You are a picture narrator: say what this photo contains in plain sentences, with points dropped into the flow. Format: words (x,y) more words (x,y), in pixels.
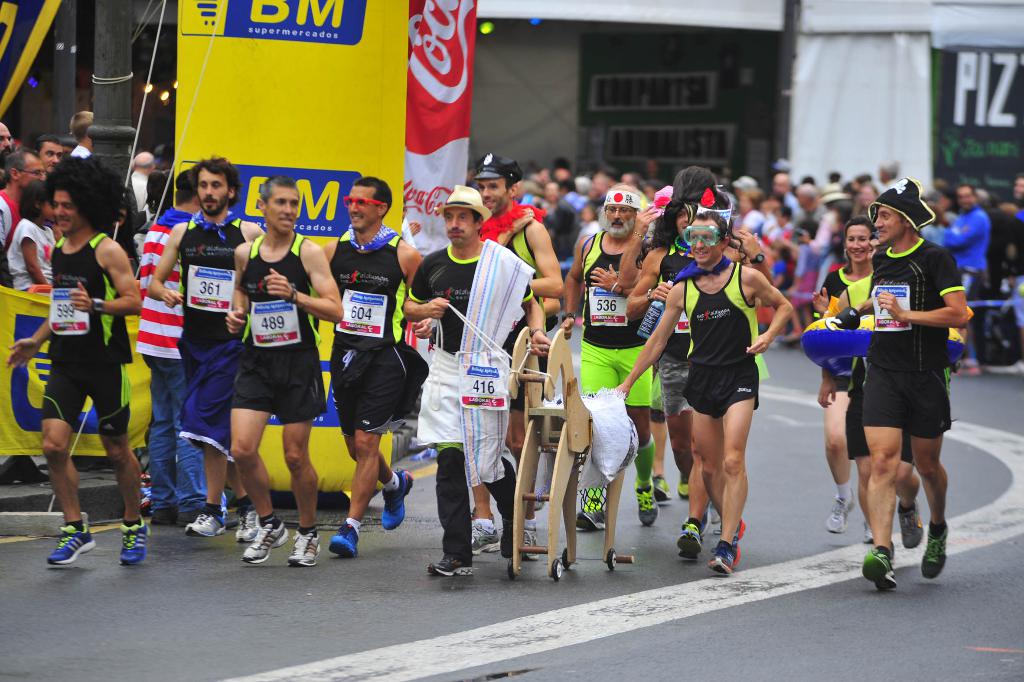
In this image we can see group of persons (430,398) wearing dress (375,421) are running on the ground (328,578). One person (431,343) is pushing a wooden horse (527,345) placed on the ground (602,575). In the background (664,124), we can see banners (359,127) with text (425,50), sheds (654,136), poles (104,128) and some lights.
